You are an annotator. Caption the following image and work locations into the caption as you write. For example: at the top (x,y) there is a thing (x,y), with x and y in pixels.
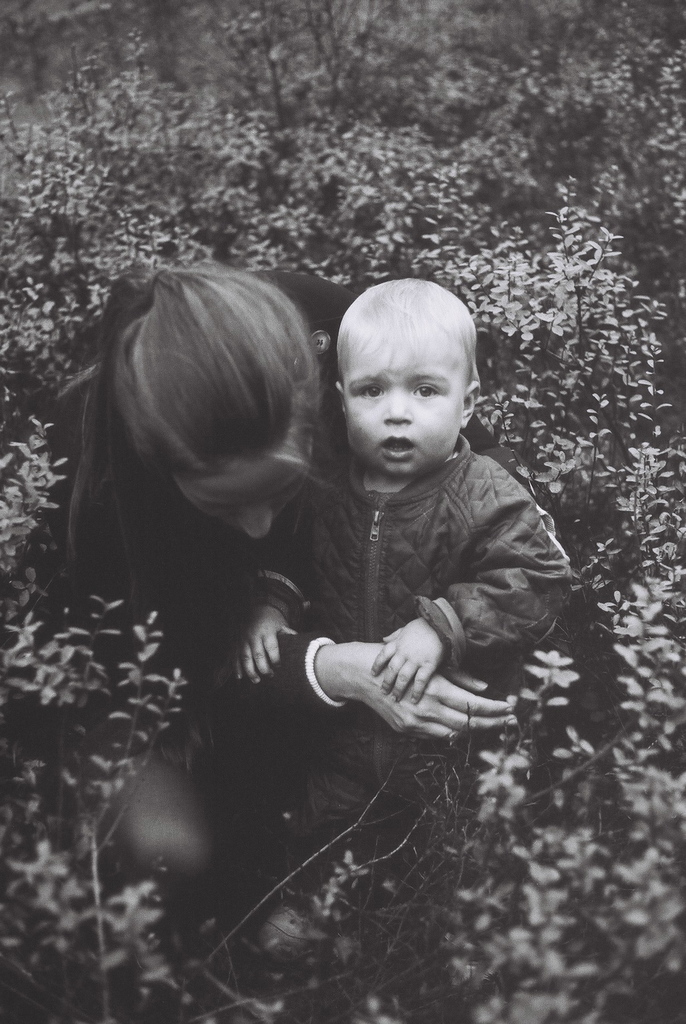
In this image we can see a lady persons (216,452) wearing black color dress (214,559) holding kid (418,594) in her hands (392,708) who is wearing black color dress (437,545) and at the background of the image (340,125) there are some flowers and plants (515,917).
